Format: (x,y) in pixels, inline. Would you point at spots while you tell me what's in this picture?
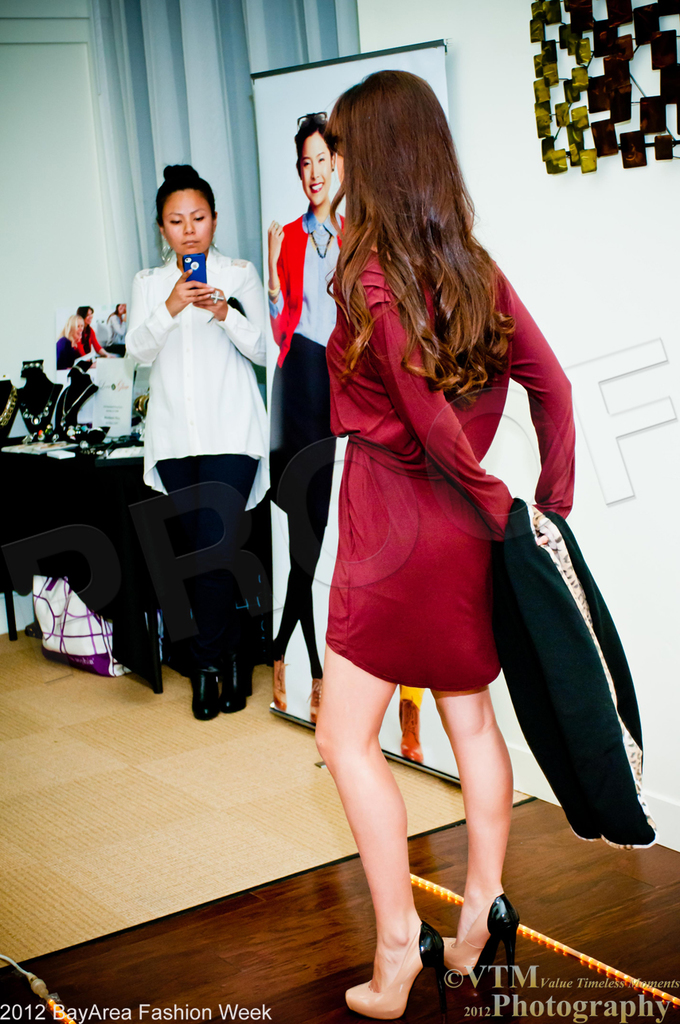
In the foreground of the picture (498,745) there is a woman (382,770) in red dress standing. In the center of the pictures there are jewelry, a woman (186,351) holding mobile (195,257) and a banner (307,428). On the right (571,56) there is an object (586,70). In the background (245,56) it is window blind (162,134).
